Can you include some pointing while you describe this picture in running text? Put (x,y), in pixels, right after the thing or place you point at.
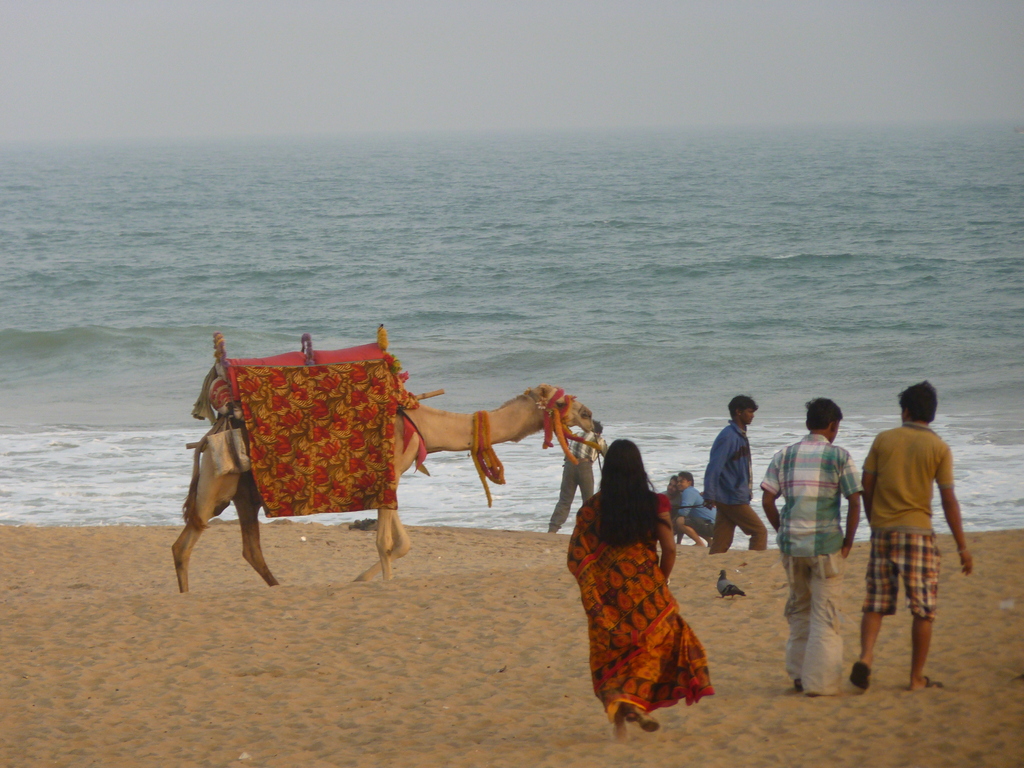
In the picture we can see a sand surface (171,661) and some people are walking on it and we can also see a camel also walking and behind it we can see water (586,395) and sky (801,84).
